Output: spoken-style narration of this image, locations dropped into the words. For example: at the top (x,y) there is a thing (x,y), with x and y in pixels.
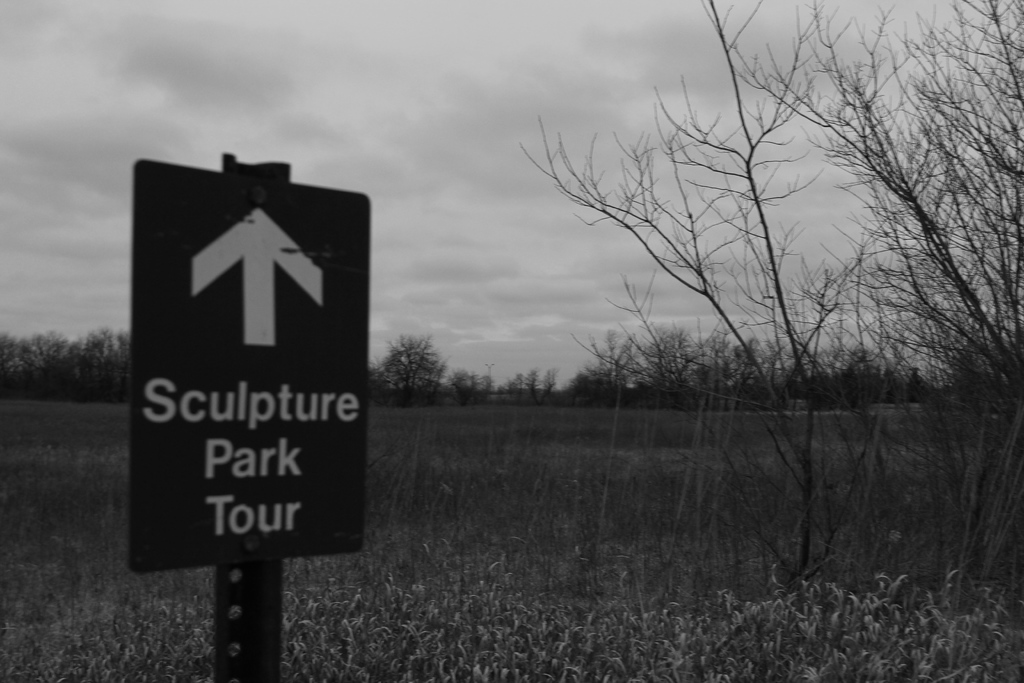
This is a black and white image. In this image we can see sign board (194,447), plants (366,616), trees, sky (441,115) and clouds (483,158).
